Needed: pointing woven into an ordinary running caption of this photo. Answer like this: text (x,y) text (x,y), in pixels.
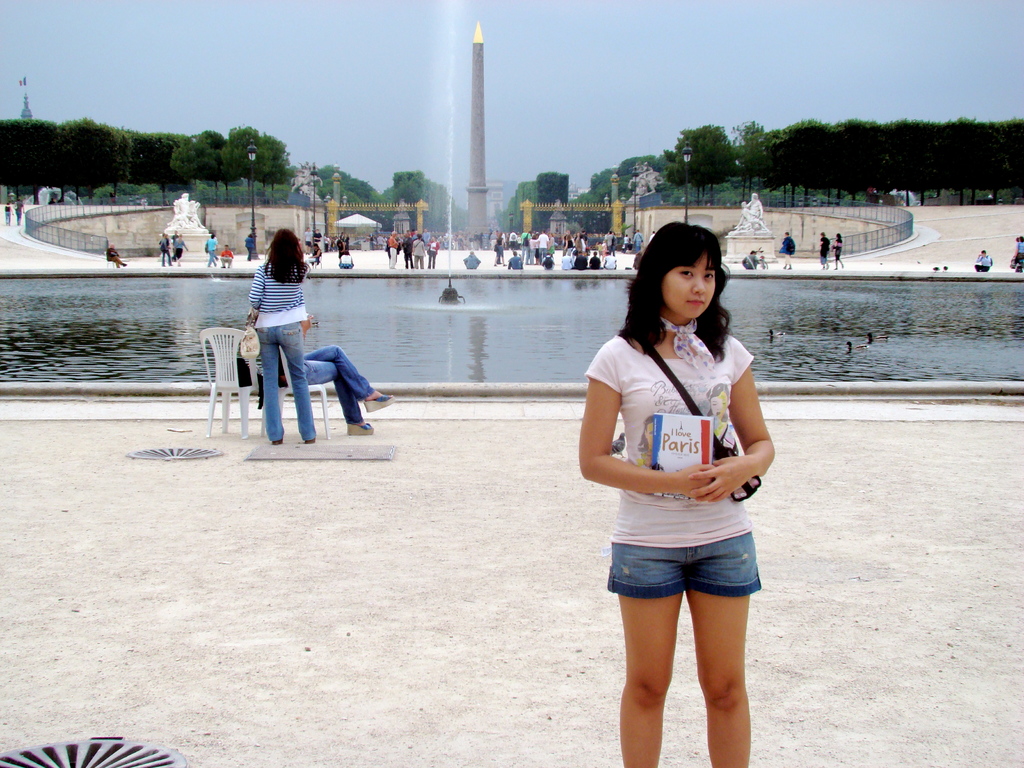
In this image I can see a woman (681,501) wearing white and blue colored dress (668,524) is standing and holding a book (692,435) in her hand (725,463). In the background (417,194) I can see the fountain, few persons (301,364) standing, few persons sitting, the water (524,357), the railing (807,204), few statues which are white in color, a huge gate (350,207), few trees (394,196), few buildings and the sky (693,83).
